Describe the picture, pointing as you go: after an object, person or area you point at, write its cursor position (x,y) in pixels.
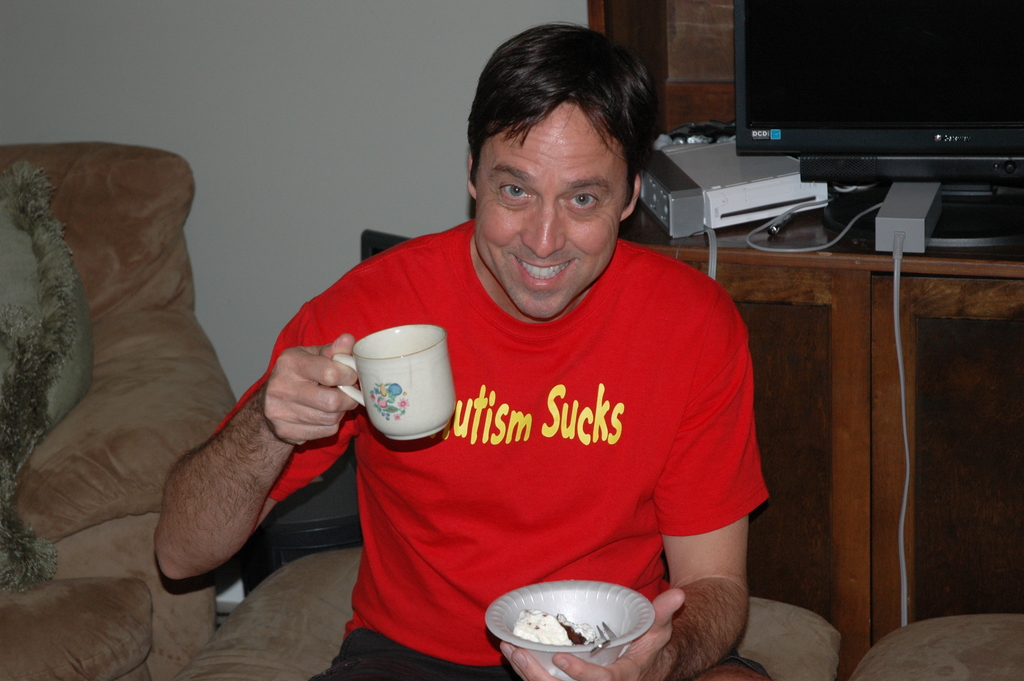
This is the picture of a man (480,450) in red t shirt (480,456) holding a cup (415,436) and a bowl (573,645). The man (528,667) is sitting on a chair (290,608). Behind the man (526,425) there is a table (770,325) on the table (798,330) there are television (815,165) and some machines (679,196).
